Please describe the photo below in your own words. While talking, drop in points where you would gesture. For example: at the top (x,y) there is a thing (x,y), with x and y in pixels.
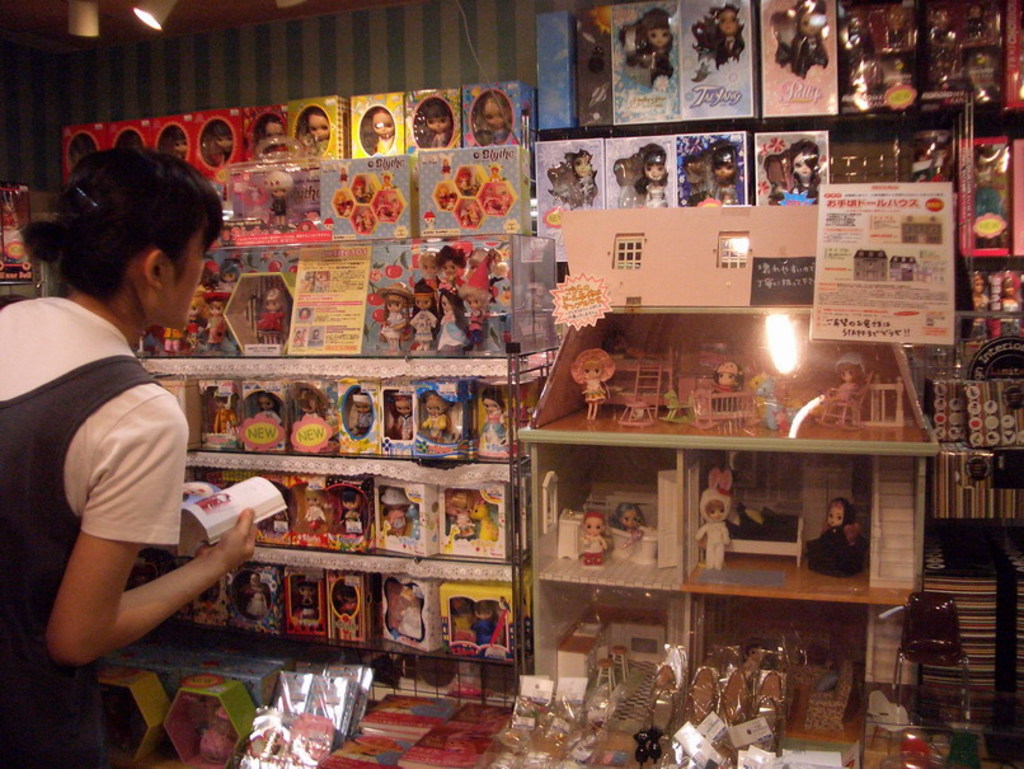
In this picture I can see a person (87,704) standing and holding a book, there are toys (491,508), papers (899,235) and some other objects (935,647).
